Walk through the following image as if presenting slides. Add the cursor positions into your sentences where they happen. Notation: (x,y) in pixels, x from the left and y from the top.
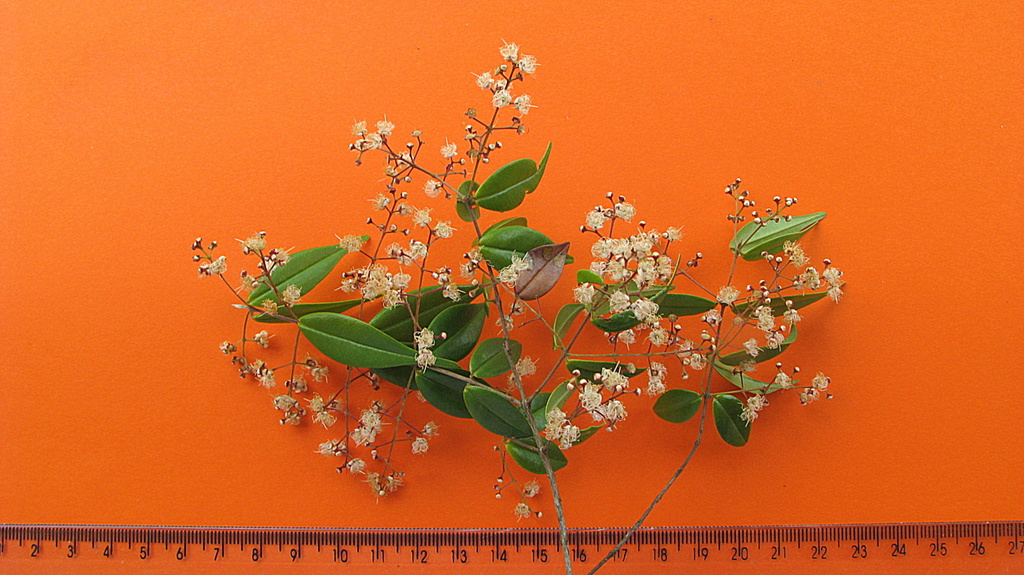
In this picture there is a plant (511,279). At the bottom (440,550) there is a scale (585,569). At the back (326,159) there is a orange color background (225,127).
